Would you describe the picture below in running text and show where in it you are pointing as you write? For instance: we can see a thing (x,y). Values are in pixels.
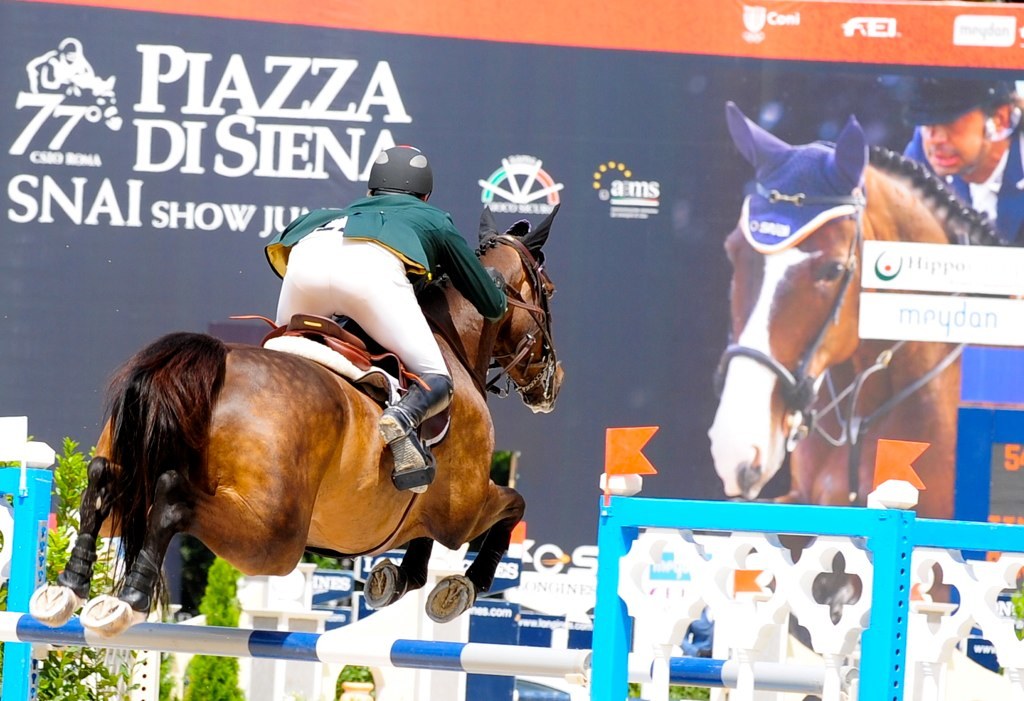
At the bottom of the image (313,634) there are rods (337,640). There is a person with a helmet (407,159). And he is sitting on the horse (193,510). And the horse (196,475) is jumping. Behind them there are plants (66,510). In the background (718,339) there is a banner (333,121) with some text (148,108) and image (810,343) of a man (955,116) and a horse (826,486).
